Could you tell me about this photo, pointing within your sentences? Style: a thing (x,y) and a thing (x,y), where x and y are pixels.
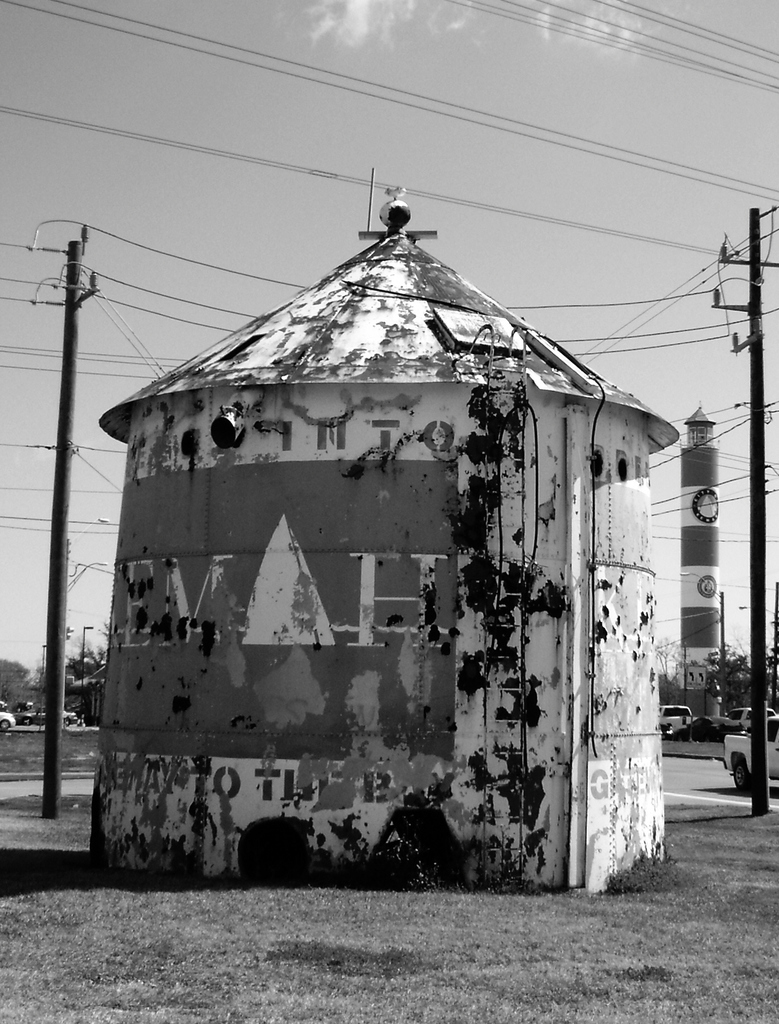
In this image we can see a building (366,569). On the building (310,596) we can see some text (294,633). Behind the house (215,618) we can see the poles (58,497) with wires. On the right side (769,736), we can see a tower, cars (726,720) and trees (737,678). On the left side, we can see the cars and trees (42,703). At the top (332,104) we have the sky (332,104) and the wires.
